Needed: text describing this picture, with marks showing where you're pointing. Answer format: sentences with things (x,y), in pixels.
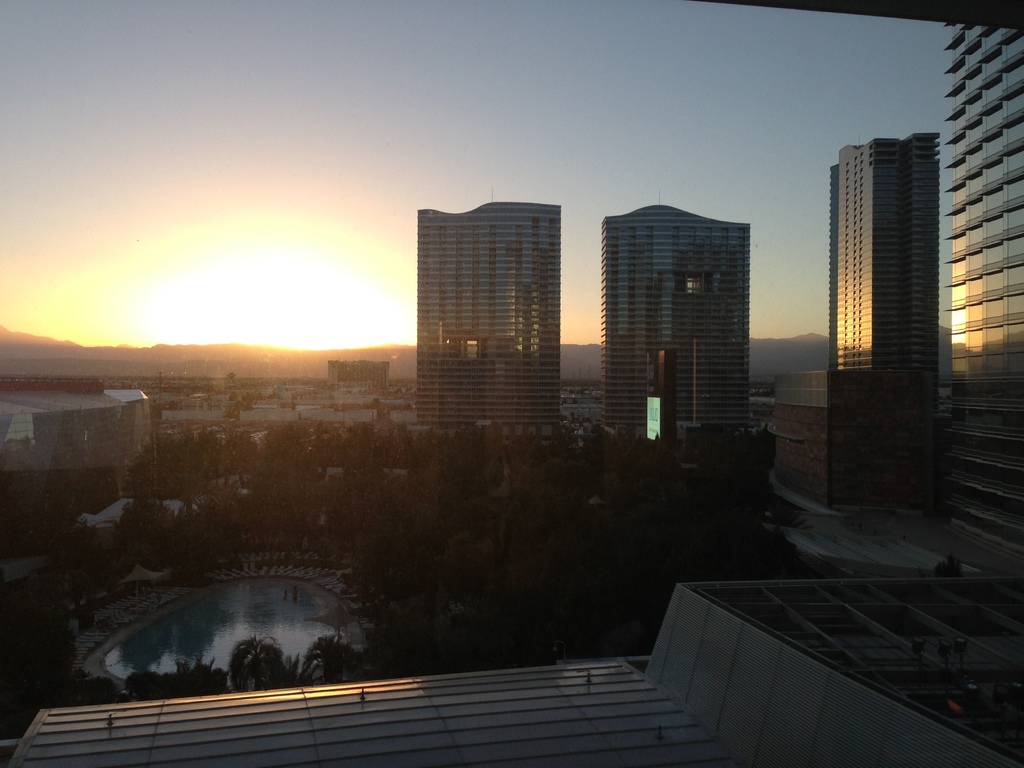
In this image we can see buildings (646,268), windows (480,249), trees (342,670), swimming pool (280,596), also we can see the sky (450,187), mountains (136,351), and the sunset (280,294).
